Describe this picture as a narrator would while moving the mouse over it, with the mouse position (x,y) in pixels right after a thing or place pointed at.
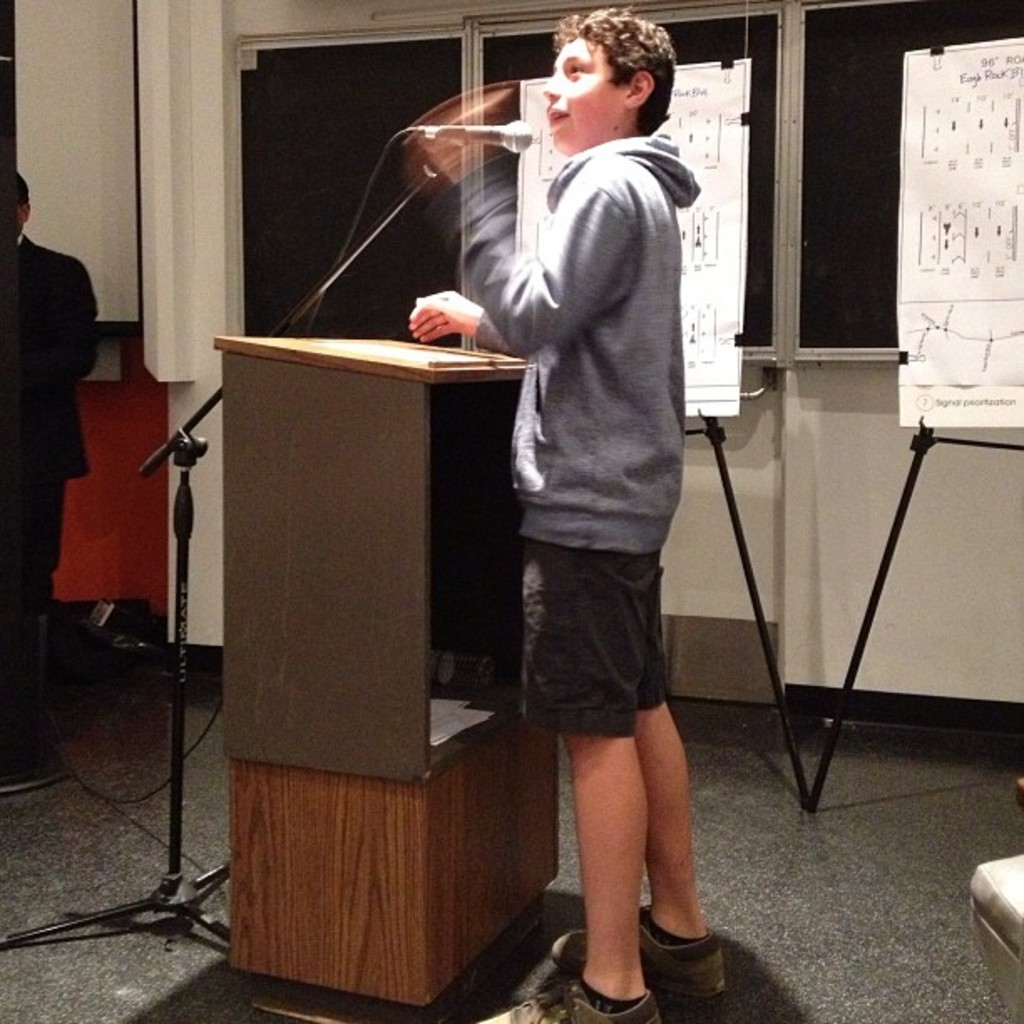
In this image we can see a person (658,636) standing beside a speaker stand (501,644). We can also see some boards (718,341) a mic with stand (200,414), some boards (733,375) on the stands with some text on it, some boards (253,296) on a wall (213,383). On the left side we can see a person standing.
